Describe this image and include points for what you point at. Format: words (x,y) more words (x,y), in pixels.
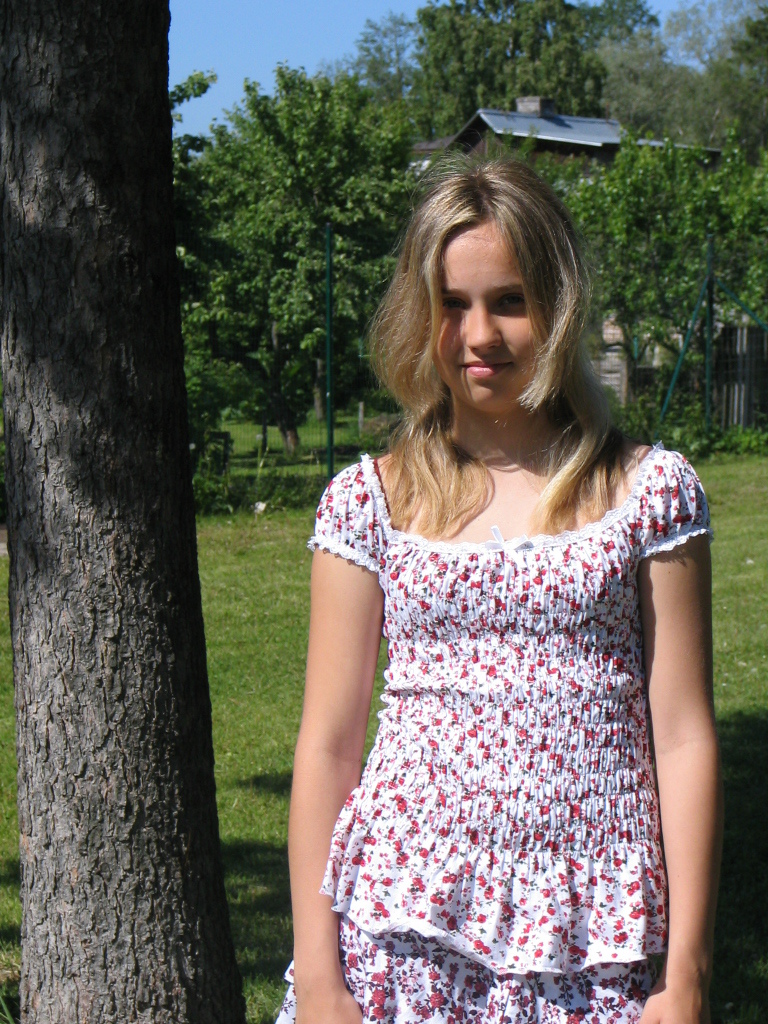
In this image, I can see a person (469,707) standing. On the left side of the image (138,753), I can see a tree trunk (110,674). Behind the person (437,598) there are trees (294,238), plants (226,395), a house (563,150) and grass (326,465). In the background (216,25) there is the sky (267,15).
